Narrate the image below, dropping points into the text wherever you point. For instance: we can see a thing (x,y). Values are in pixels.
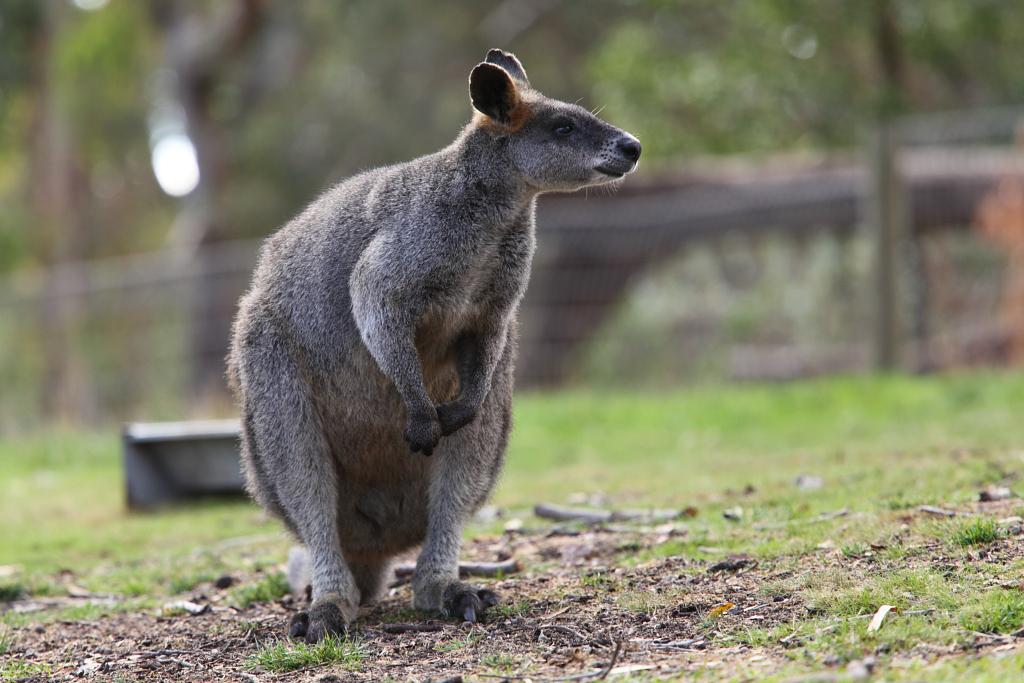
In the foreground of this image (409,329), there is kangaroo (414,520) on the ground (564,640) and the background (160,187) image is blurred.
